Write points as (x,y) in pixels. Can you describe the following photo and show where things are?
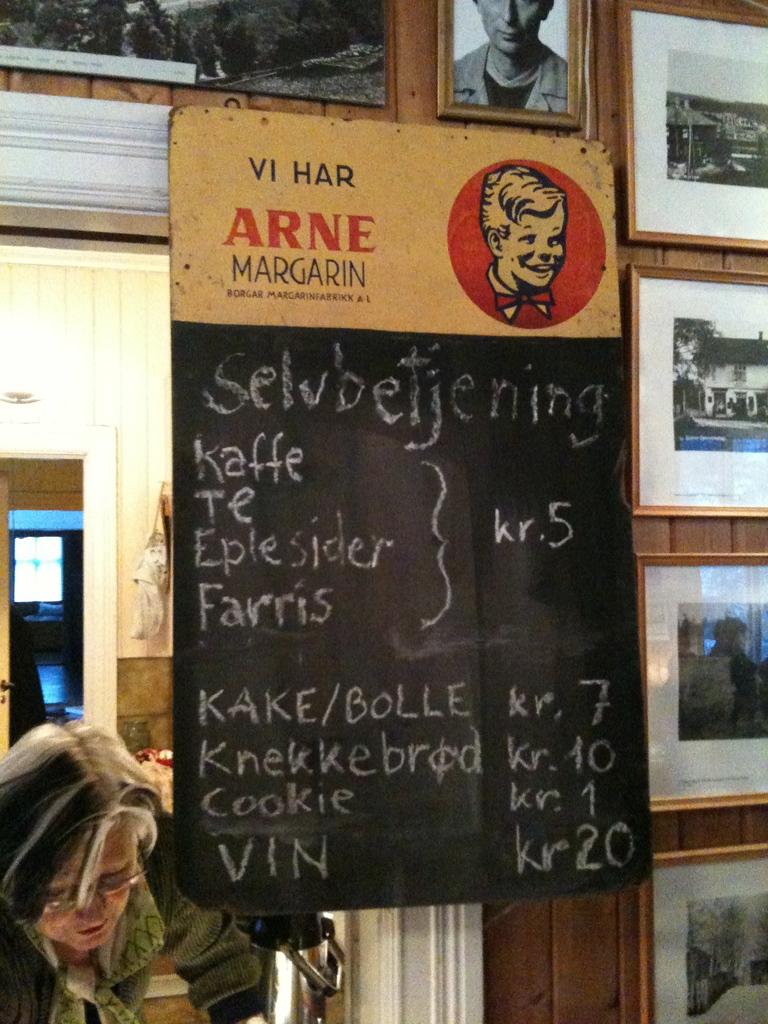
In the foreground of this picture (419,483), there is a black board (346,607) with some text (286,544) written on it and few frames (536,45) on the wall (428,10). Behind it there is a person (113,906), door (76,507), wall (65,378) and the light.
